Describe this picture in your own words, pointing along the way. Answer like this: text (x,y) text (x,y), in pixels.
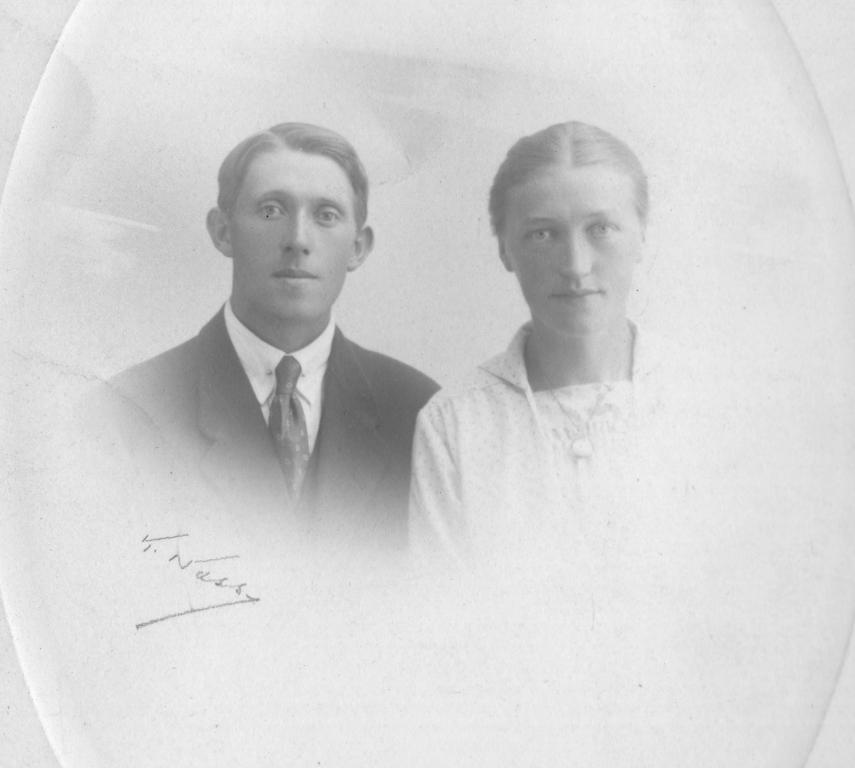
This image looks like it is edited. There are two persons (393,444). On the left (206,490), the man (228,487) is wearing a black suit (251,442). On the right (669,432), the woman (566,462) is wearing a white dress (536,508). And we can see a signature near the man (246,519).
